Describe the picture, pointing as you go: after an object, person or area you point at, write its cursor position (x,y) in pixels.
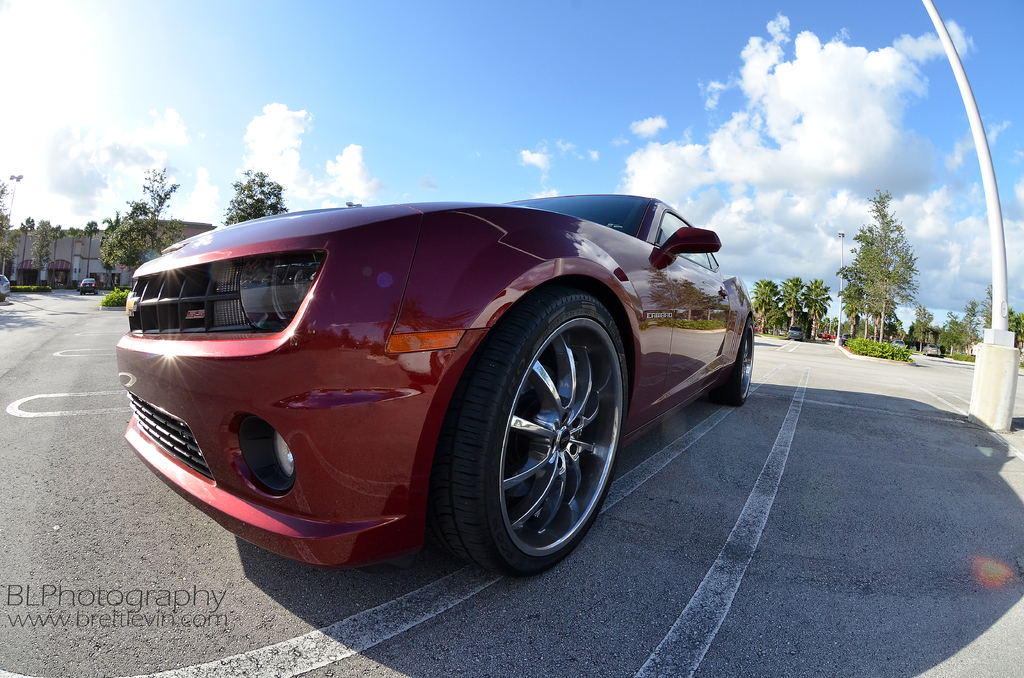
In this image we can see a car (164,291) on the road (116,313). In the back (819,297) there are trees (819,297). On the right side (995,302) there is a pole (1000,265). Also there are few vehicles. In the background (252,108) there is sky (486,104) with clouds (741,80). In the left bottom corner (118,593) there is a watermark (114,587).
